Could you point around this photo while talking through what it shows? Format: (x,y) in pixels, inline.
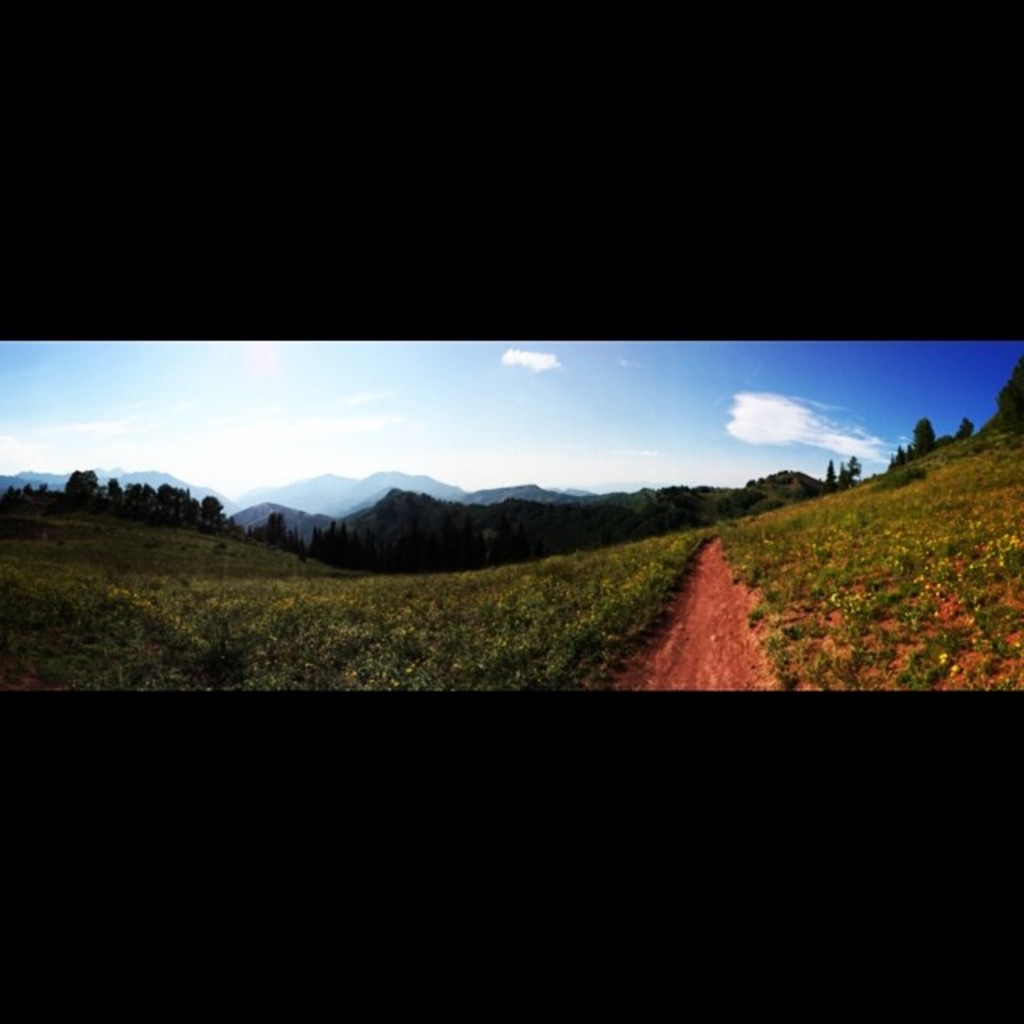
In this image we can see a group of plants (394,657) with flowers (407,667) and a pathway (691,688). On the backside (517,401) we can see a group of trees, the hills (571,547) and the sky (534,417) which looks cloudy.
